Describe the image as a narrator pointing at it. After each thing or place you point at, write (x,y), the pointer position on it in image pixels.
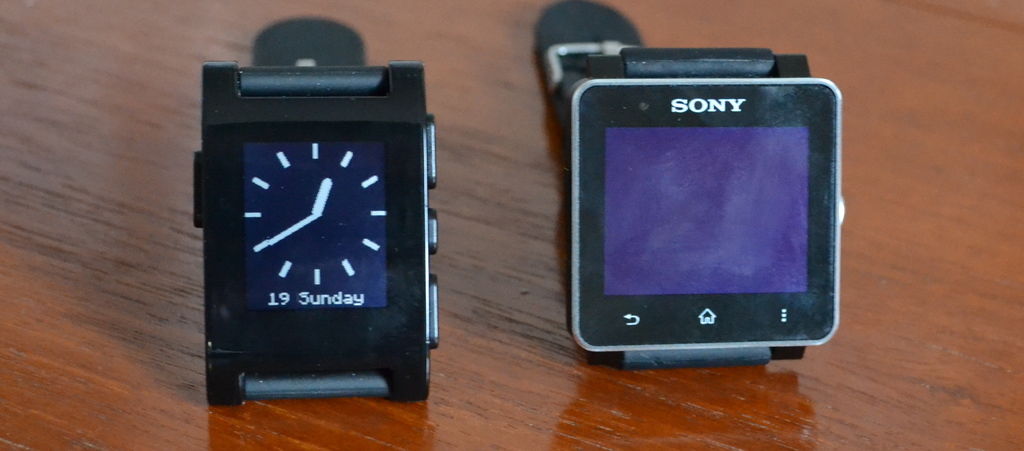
In this image I can see two watches (249,278) on a wooden surface (52,176).
